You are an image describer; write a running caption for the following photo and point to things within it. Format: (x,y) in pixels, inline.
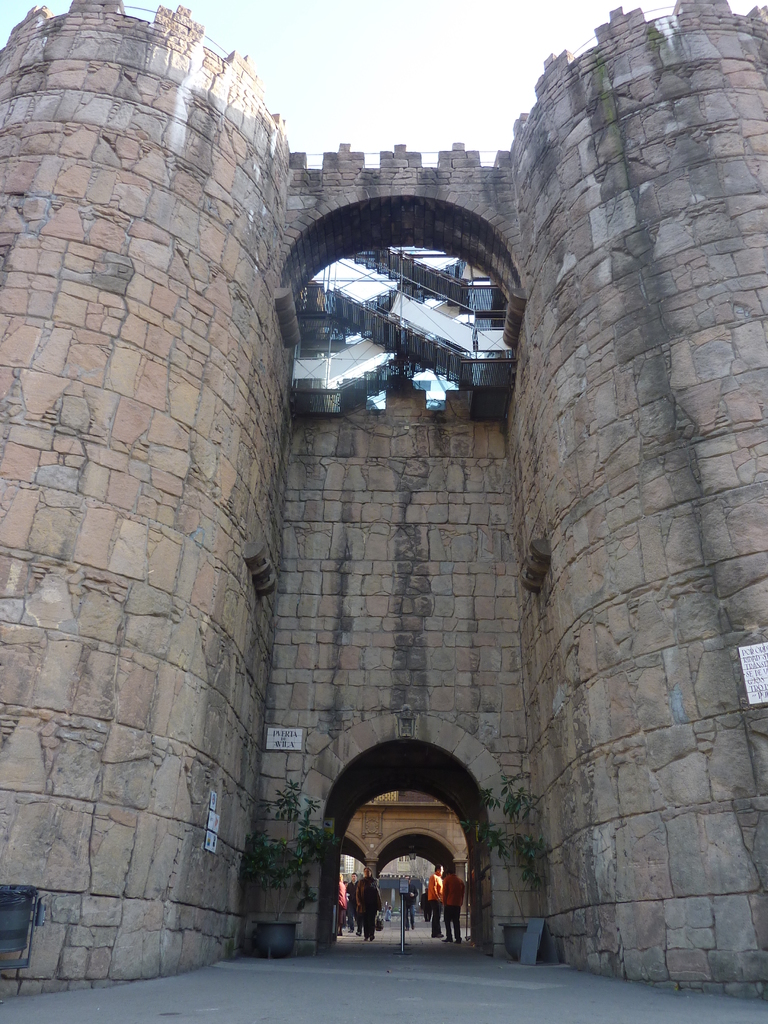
In this picture I can see the path (398,978) in front (430,992) and I see number of people (368,890) and in the middle of this picture (473,434) I see a building (424,390) and in the background (382,65) I see the sky (362,23) and on the building (262,740) I see few boards (762,701) and I see 2 plants (294,861) near to the entrance (417,846).
